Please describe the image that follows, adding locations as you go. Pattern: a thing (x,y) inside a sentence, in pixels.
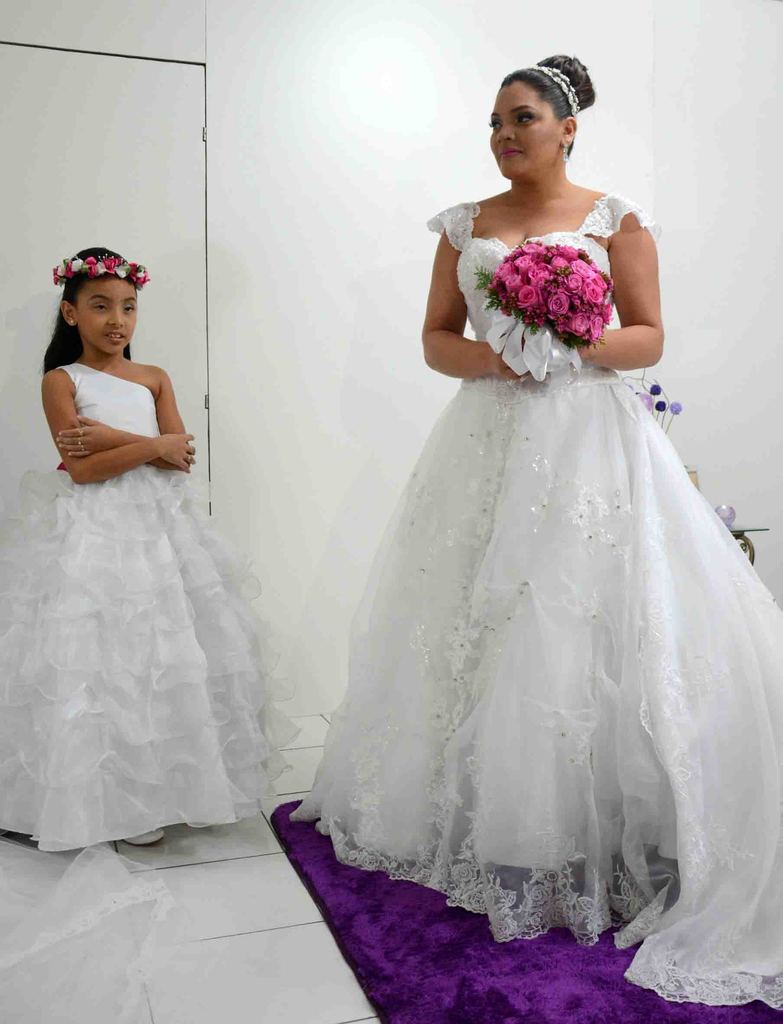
In this image I can see a girl (138,556) and woman (520,220) wore a white dress (54,612). Woman (697,544) is holding a bouquet (583,280) and girl (123,369) wore a crown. In the background of the image (194,340) there is a white wall (354,126) and objects (660,406). On the tile floor (245,941) there is a white cloth (101,900) and purple cloth (514,973).
